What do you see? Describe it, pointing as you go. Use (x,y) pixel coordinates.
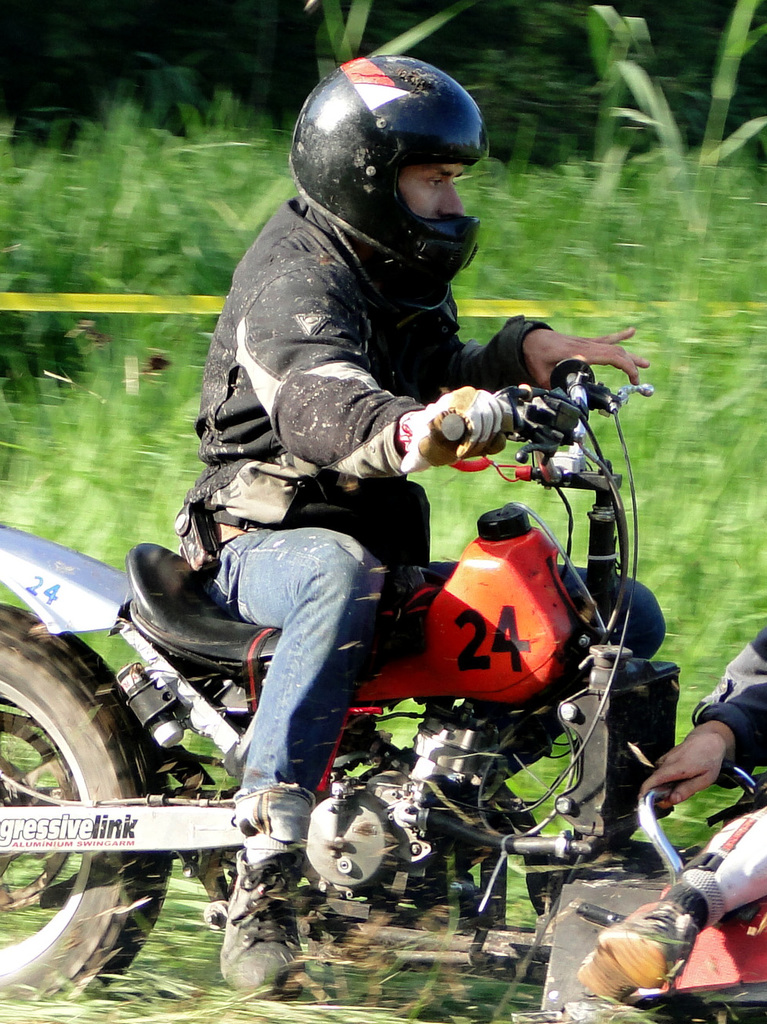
There is a person (322,442) wearing glove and helmet (322,204) and is riding a motorcycle (386,671). On the motorcycle (469,694) there is a number (499,638). In the background (249,206) it is green and blurred.
